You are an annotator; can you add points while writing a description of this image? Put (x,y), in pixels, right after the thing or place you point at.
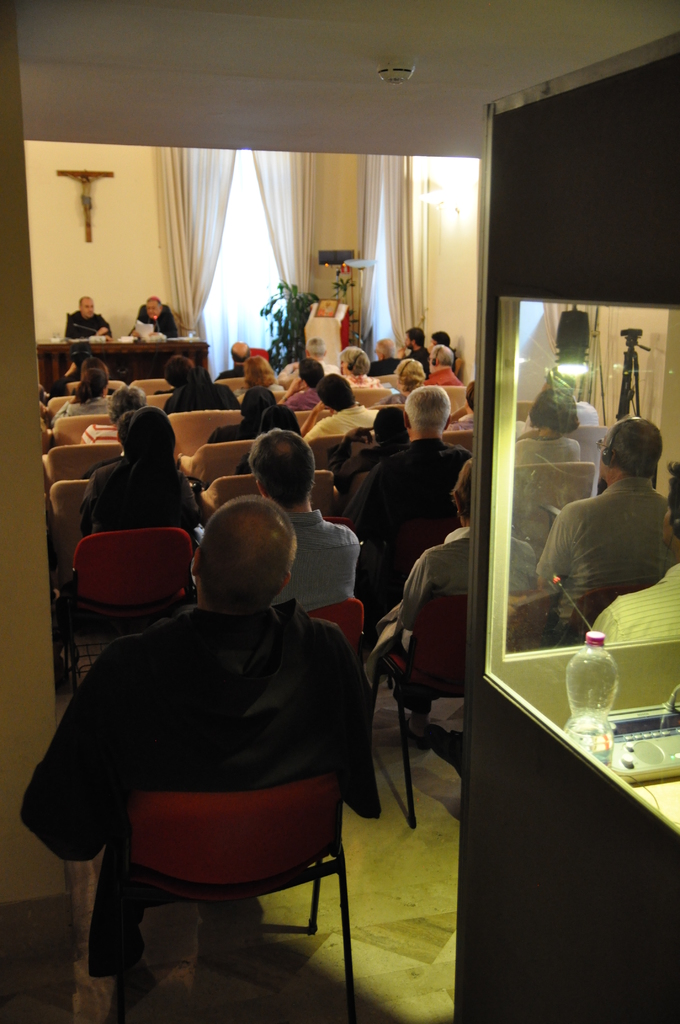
In this image I can see there are group of people (186,523) who are sitting on a chair (188,544). Here I can see water bottle (580,736) and other objects (620,730) on the table (674,823).
